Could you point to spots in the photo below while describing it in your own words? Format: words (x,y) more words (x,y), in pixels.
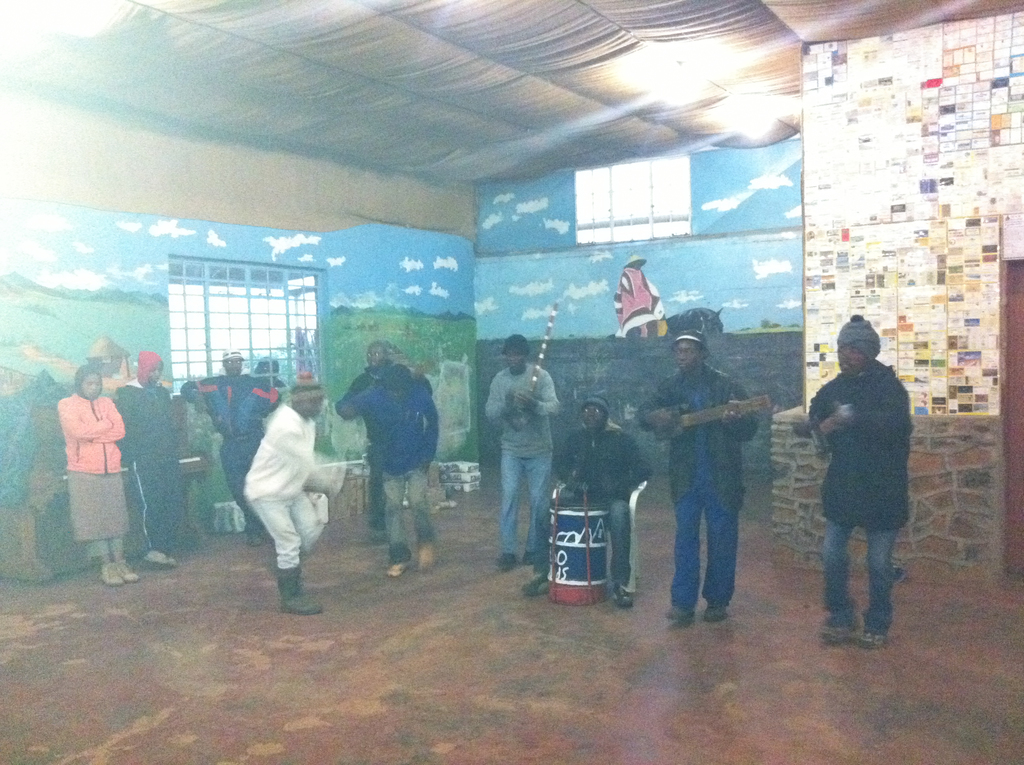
This picture describes about group of people (304,461), few people (292,469) are standing, in the middle of the image (612,472) we can see a man (599,487), he is seated on the chair (644,487), beside to him we can find another man (718,504), he is playing guitar (670,423), in the background (619,332) we can find painting (459,287) on the wall (516,305).
